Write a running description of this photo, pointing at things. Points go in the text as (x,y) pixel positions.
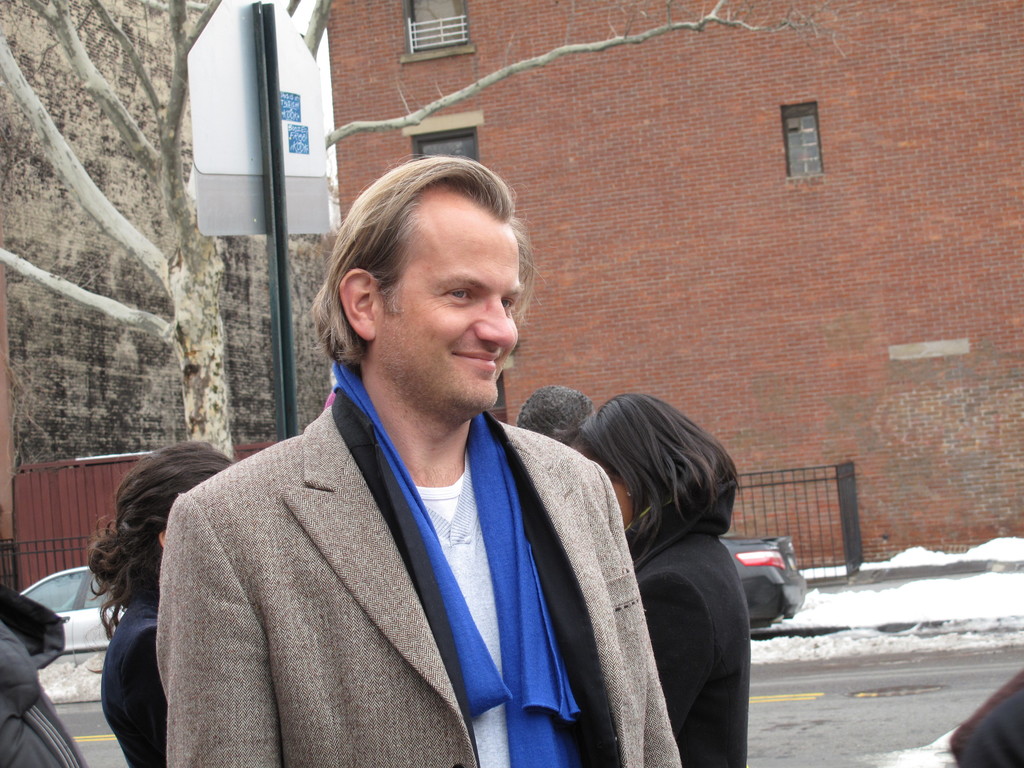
In this picture we can see a man (351,716) wore a blazer (403,742) and smiling and at the back of them we can see some people (693,584) standing, cars (88,623) on the road (765,680), snow (907,606), fence (851,538), board (239,40) attached to a pole (258,54) and in the background (144,99) we can see windows (475,148), walls (121,200).
